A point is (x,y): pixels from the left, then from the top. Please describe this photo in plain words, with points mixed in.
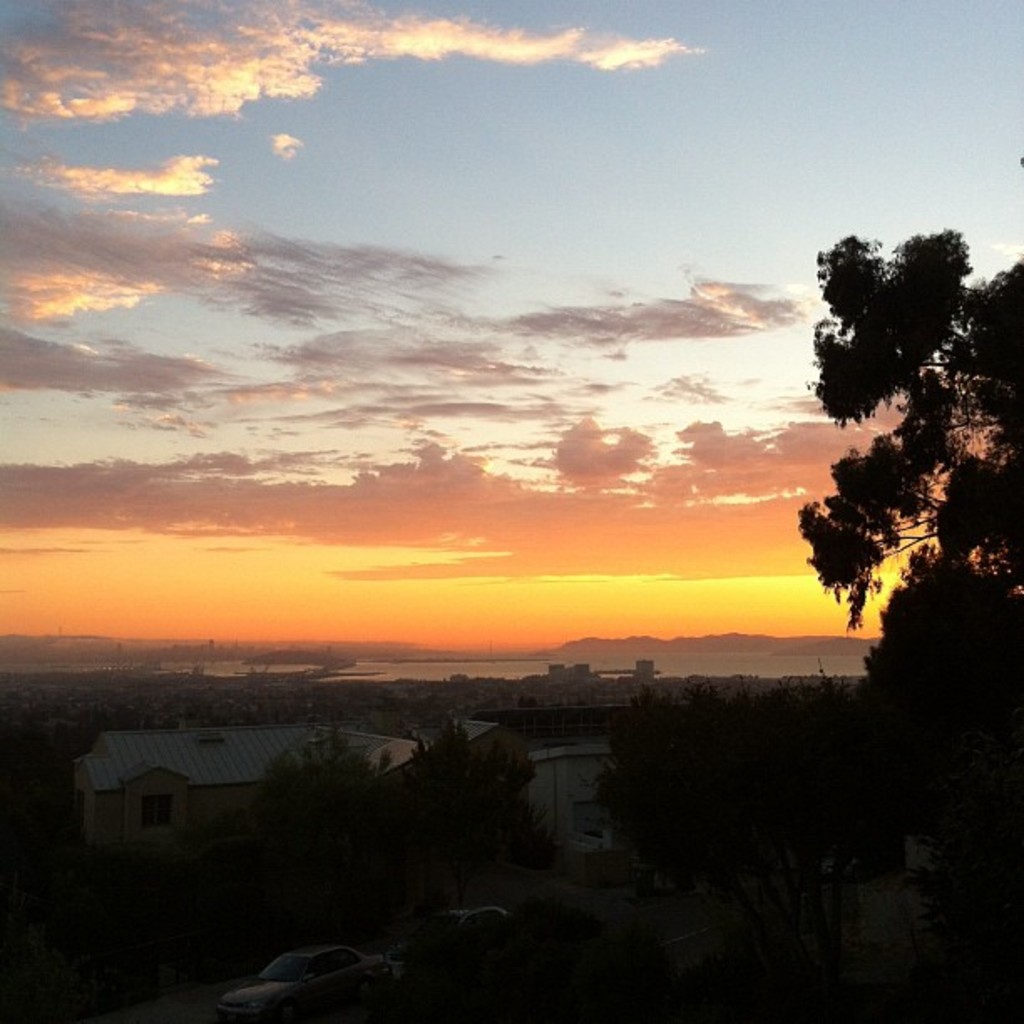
In this picture we can see vehicles (270,983), trees (726,837), buildings (556,750), mountains (829,645), some objects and in the background (349,327) we can see the sky (421,355) with clouds (391,298).
